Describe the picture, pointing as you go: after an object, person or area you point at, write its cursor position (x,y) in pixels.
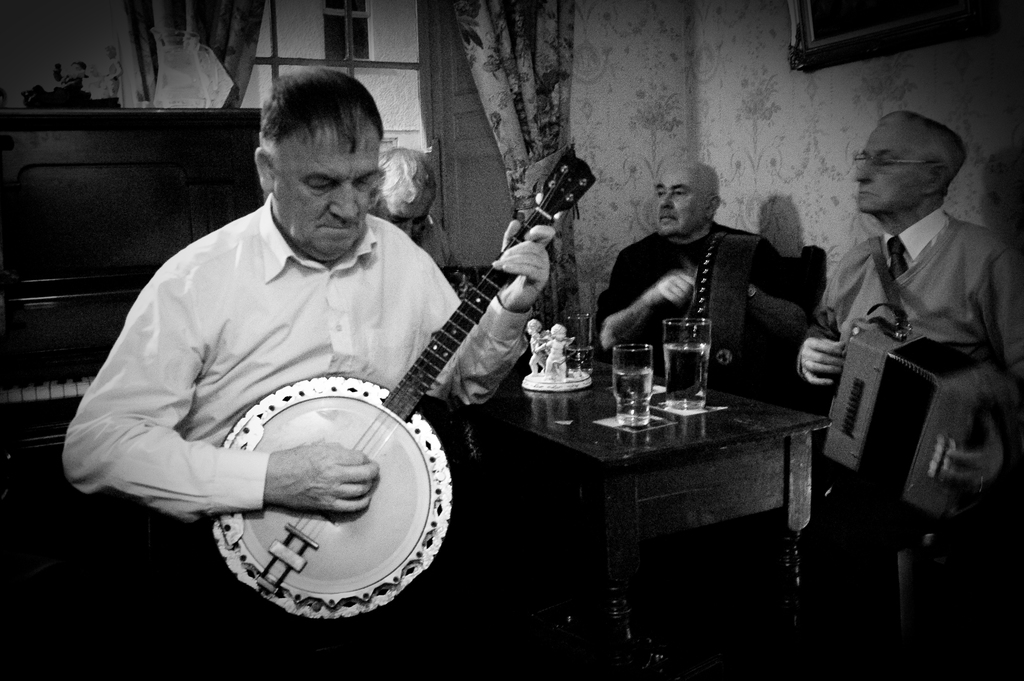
In this image, There is a black color table (653,467) on that table (689,474) there are some glasses (637,391), In the left side (318,295) there is a man (222,398) sitting and he is holding a music instrument (379,426) which is in white color and in the right side (986,329) there are some people (986,329) sitting and holding some music objects (864,351), In the background (735,181) there is a wall (684,115) in white color and a curtain (518,78) in white color and there is a window (382,69).
